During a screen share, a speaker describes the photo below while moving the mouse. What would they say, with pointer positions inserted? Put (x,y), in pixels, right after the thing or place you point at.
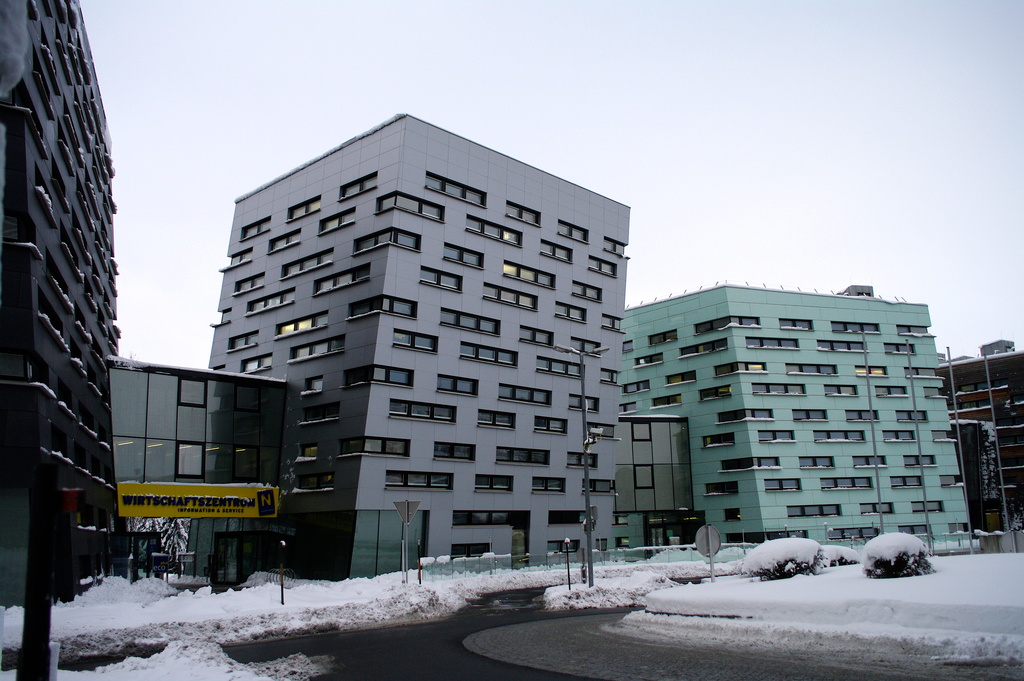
In this image there is the sky (529,93) truncated towards the top of the image (775,123), there are buildings (412,449), there is a building (1011,374) truncated towards the right of the image (970,414), there is a building (93,350) truncated towards the left of the image (39,244), there are boards (222,509), there is text (206,503) on the board (232,500), there are poles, there are trees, there is ice (776,557), there is ice (997,601) truncated towards the right of the image (986,596), there is road (408,657) truncated towards the bottom of the image (460,663), there is ice (147,672) truncated towards the bottom of the image (181,673), there is ice (58,631) truncated towards the left of the image (15,636).
